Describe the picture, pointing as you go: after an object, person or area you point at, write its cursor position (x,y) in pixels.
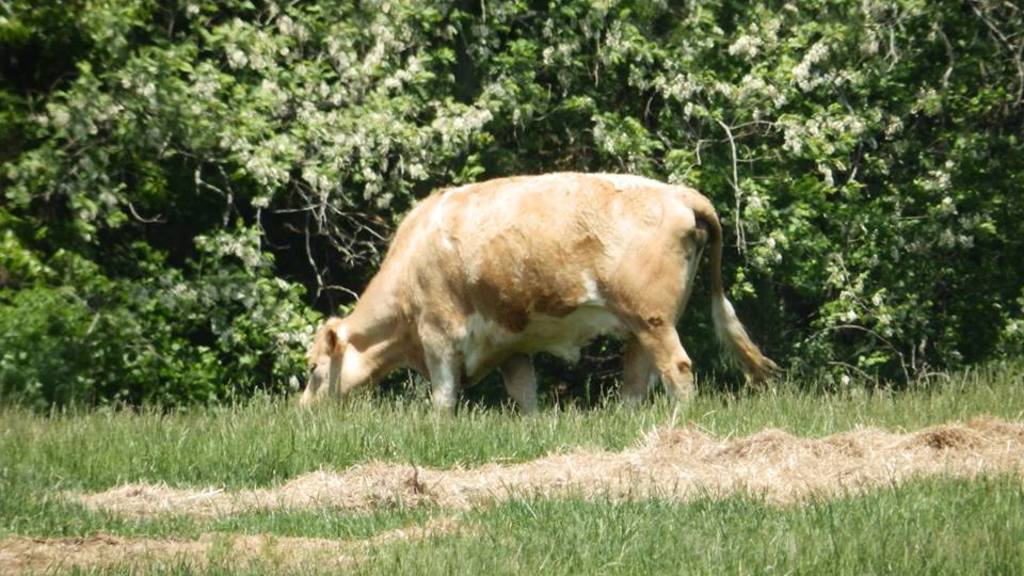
In the middle of the image (582,220) we can see an animal (736,333) grazing. In the background (266,106) we can see trees (301,369) and grass (776,419).
